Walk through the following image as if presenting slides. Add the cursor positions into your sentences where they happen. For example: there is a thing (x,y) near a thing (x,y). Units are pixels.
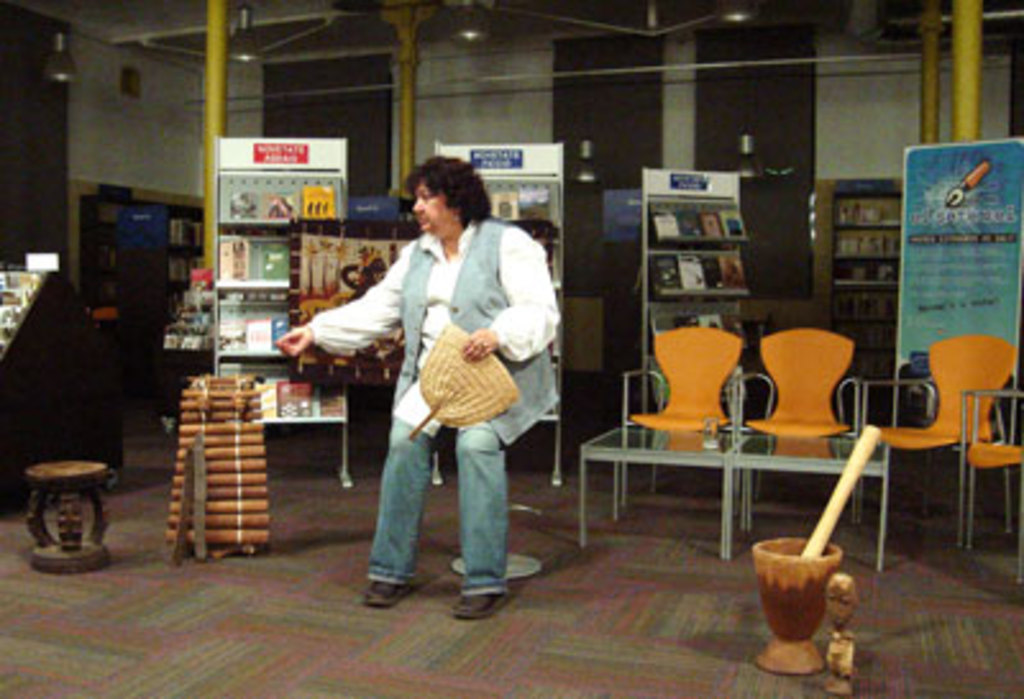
In this image I can see a person (500,438) and number of chairs (957,351) over here. I can also see books (724,274) and shelves (217,163) all the places.
